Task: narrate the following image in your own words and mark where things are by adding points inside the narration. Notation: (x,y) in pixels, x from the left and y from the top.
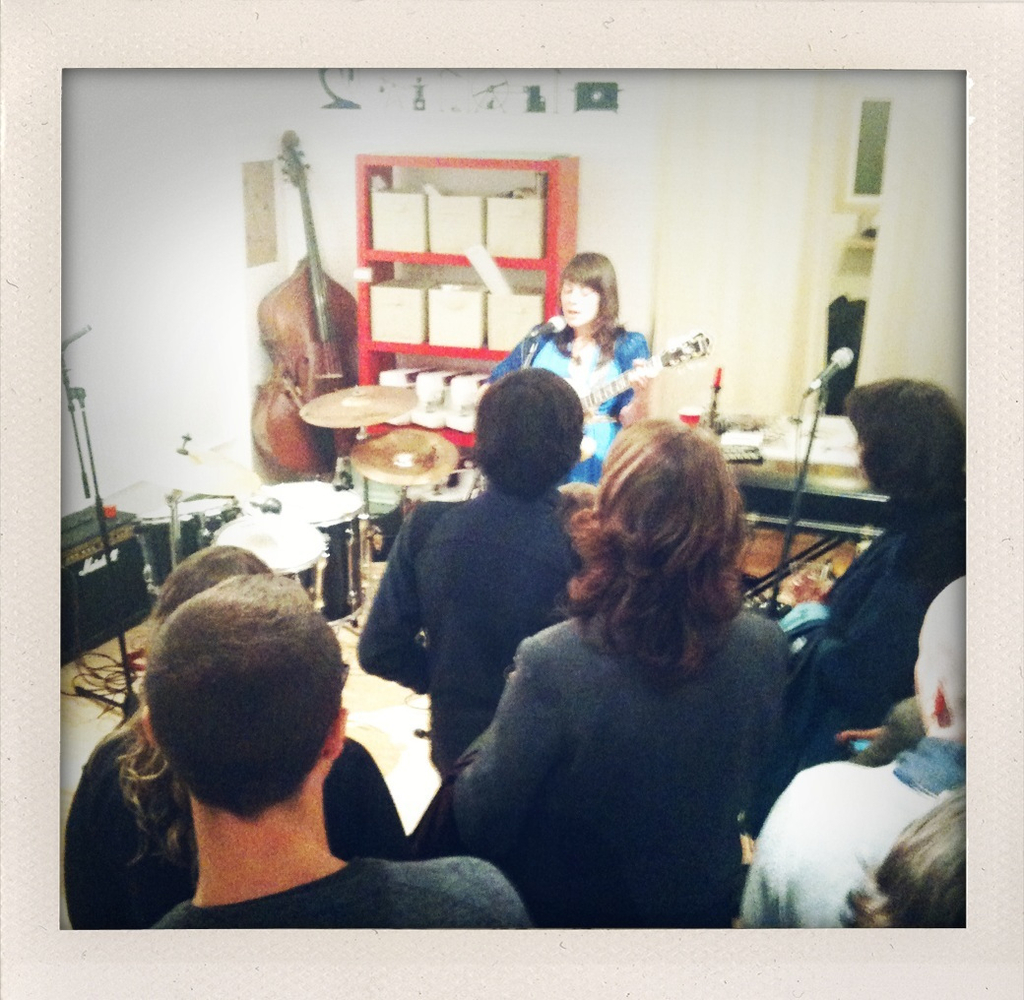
In this image we can see people (541,686) and there is a woman (548,365) playing guitar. Here we can see musical instruments (305,293), mike's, rack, and few objects (777,536). In the background (833,158) we can see wall (660,392).
